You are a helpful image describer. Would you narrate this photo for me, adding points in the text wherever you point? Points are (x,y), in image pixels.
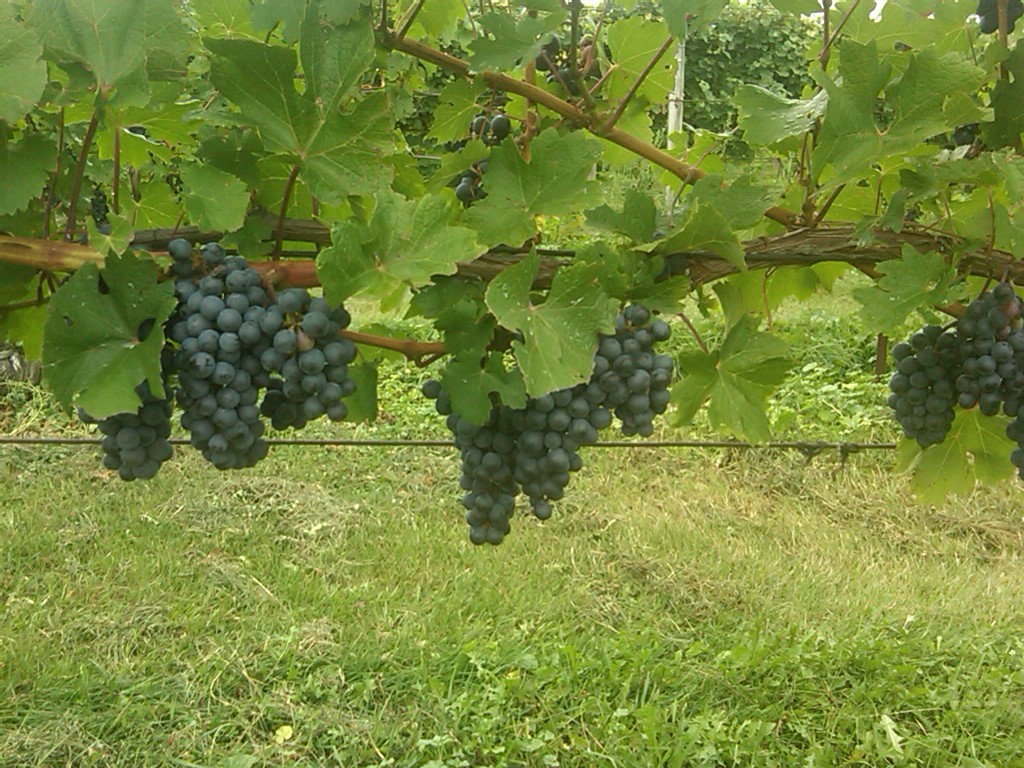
In this image it looks like it is a grape plant (258,321) to which there are black grapes (245,361). At the bottom (333,650) there is grass (495,685).
